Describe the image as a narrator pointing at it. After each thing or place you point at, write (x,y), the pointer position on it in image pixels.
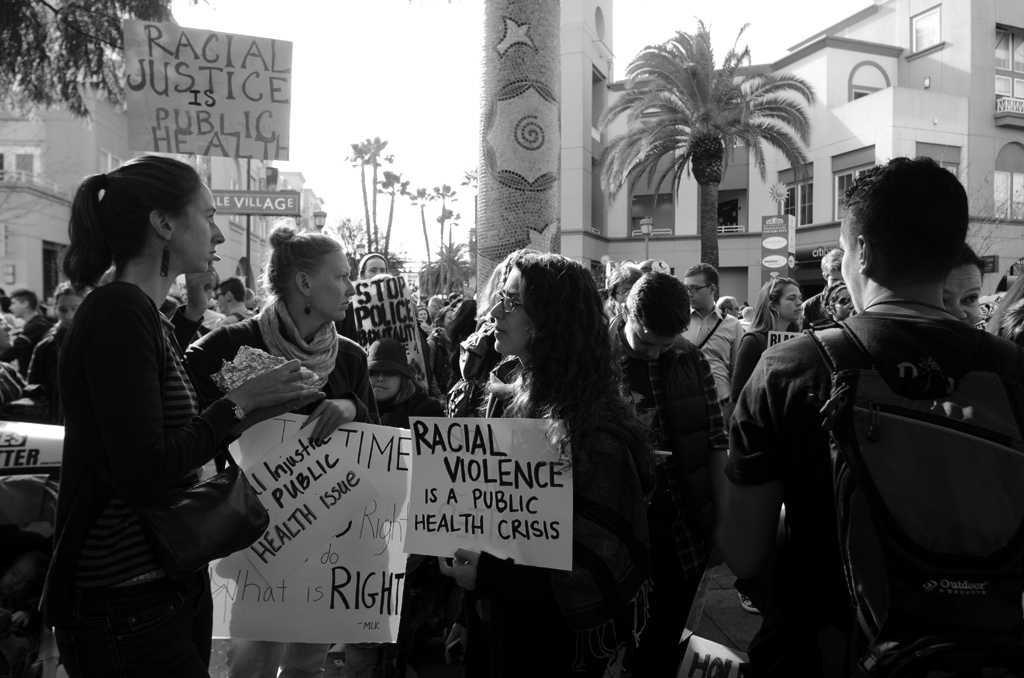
In this picture there are people (63,277) in the center of the image (526,328), by holding posters (524,464) in their hands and there are buildings (942,26) and trees (764,116) in the background area of the image (990,51).
